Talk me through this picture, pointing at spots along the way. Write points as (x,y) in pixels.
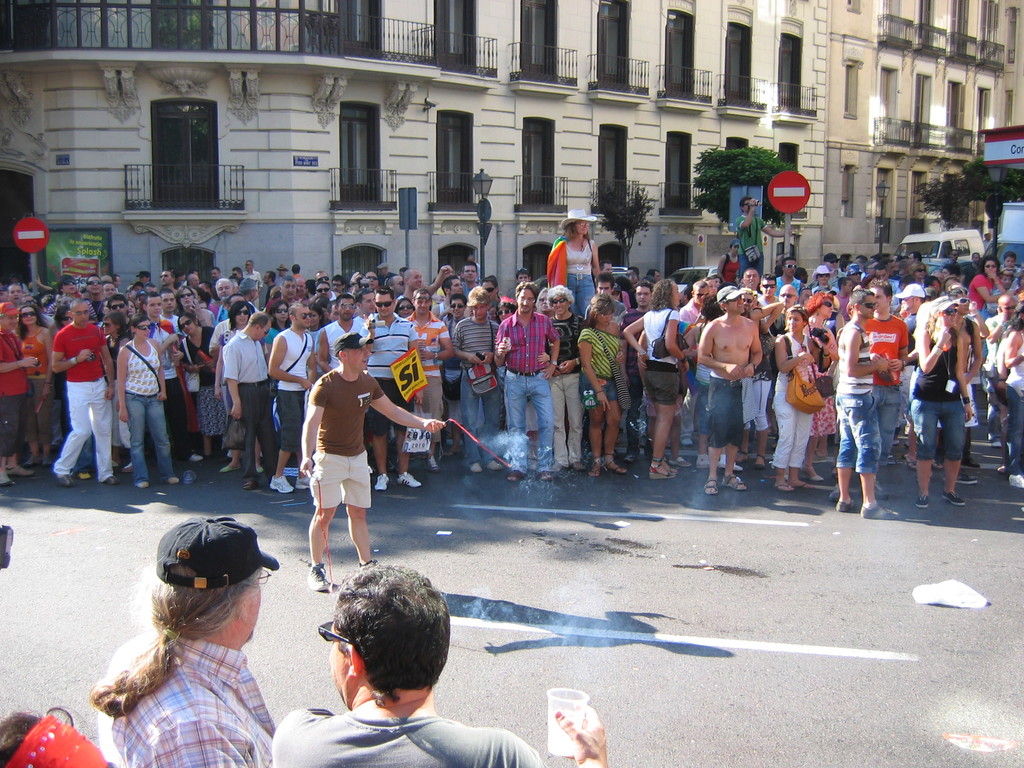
In this image I can see there are so many persons (75,410) standing on the road (498,599) and in the middle (359,407) I can see a person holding sticks (312,481) and his performing an act and a camera man (380,293) taking the picture of that person (388,401) and at the bottom (344,694) I can see two persons (220,626) visible performance of the actor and at the top (246,64) I can see building (874,94), pole (487,222) and light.
